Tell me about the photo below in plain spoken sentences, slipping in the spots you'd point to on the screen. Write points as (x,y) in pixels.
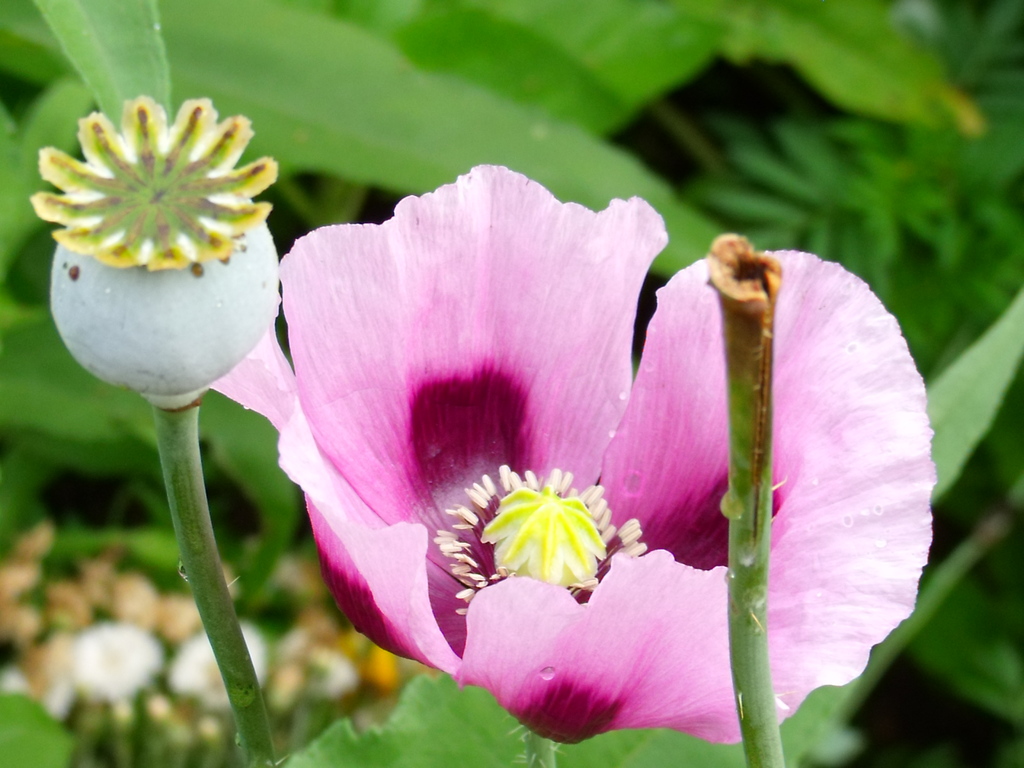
There is a pink color flower (495,401). In the back (350,132) there are leaves (975,662) and it is blurred.
